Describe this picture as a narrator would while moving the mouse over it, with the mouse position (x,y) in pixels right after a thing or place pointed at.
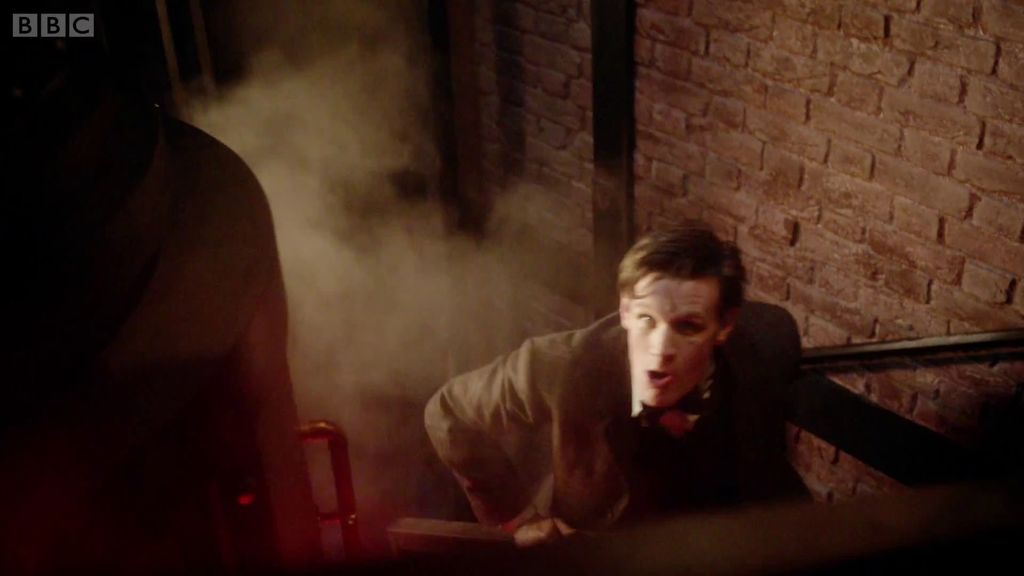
This image is taken indoors. In the background (809,211) there is a brick wall (497,164). On the right side of the image (730,437) a man (618,374) is climbing the stairs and there is a railing (724,525).
